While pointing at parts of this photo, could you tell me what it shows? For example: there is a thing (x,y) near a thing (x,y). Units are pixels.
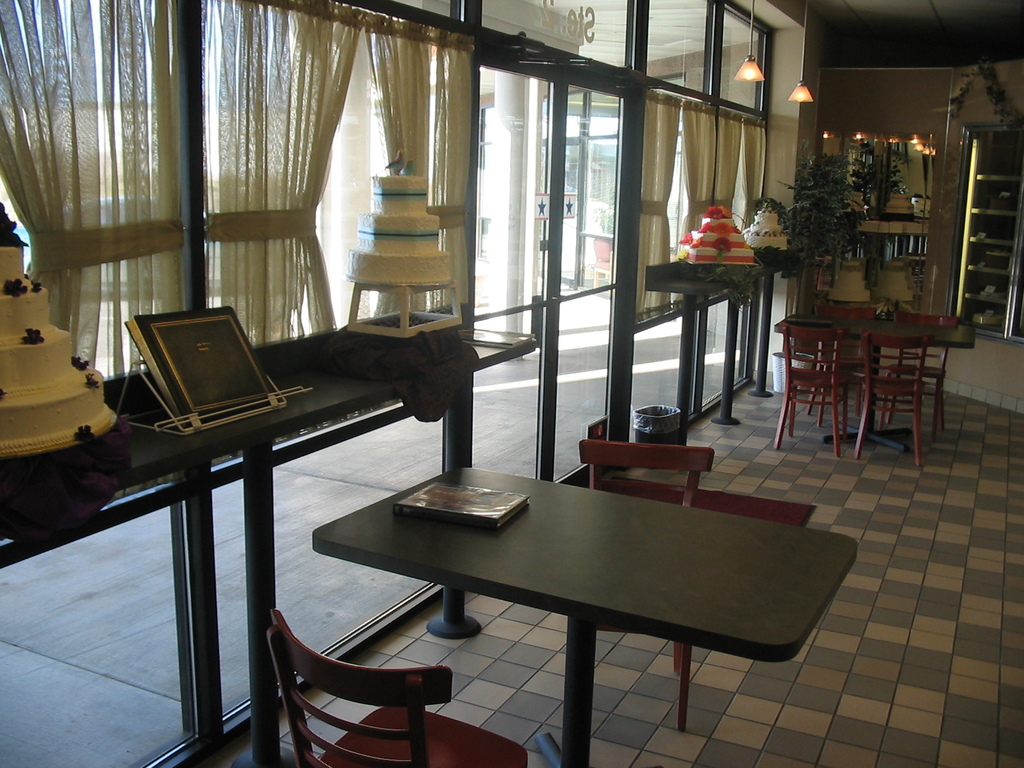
In this image we can see tables (761,526), chairs (842,315), floor (802,492), cakes (77,375), curtains (45,239), glasses (422,305), lights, plants (866,165), bin (648,431), pillars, wall (784,62), book (459,506), and other objects (619,268).
